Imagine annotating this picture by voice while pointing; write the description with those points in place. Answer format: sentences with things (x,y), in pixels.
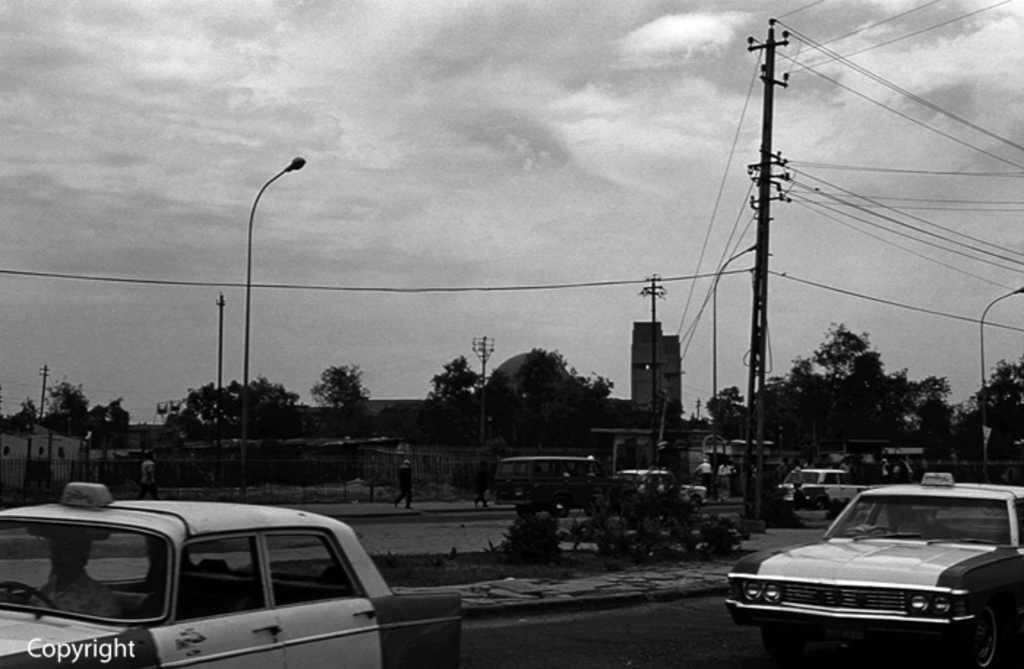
It is a black and white picture. In the center of the image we can see a few vehicles (896,506) on the road (581,605). At the bottom left side of the image (39,651), we can see some text (117,647). In the background (411,142), we can see the sky (526,137), clouds (694,105), poles (483,376), buildings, fences (216,460), wires (1007,141), trees (767,413), plants (634,508), few people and a few other objects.
